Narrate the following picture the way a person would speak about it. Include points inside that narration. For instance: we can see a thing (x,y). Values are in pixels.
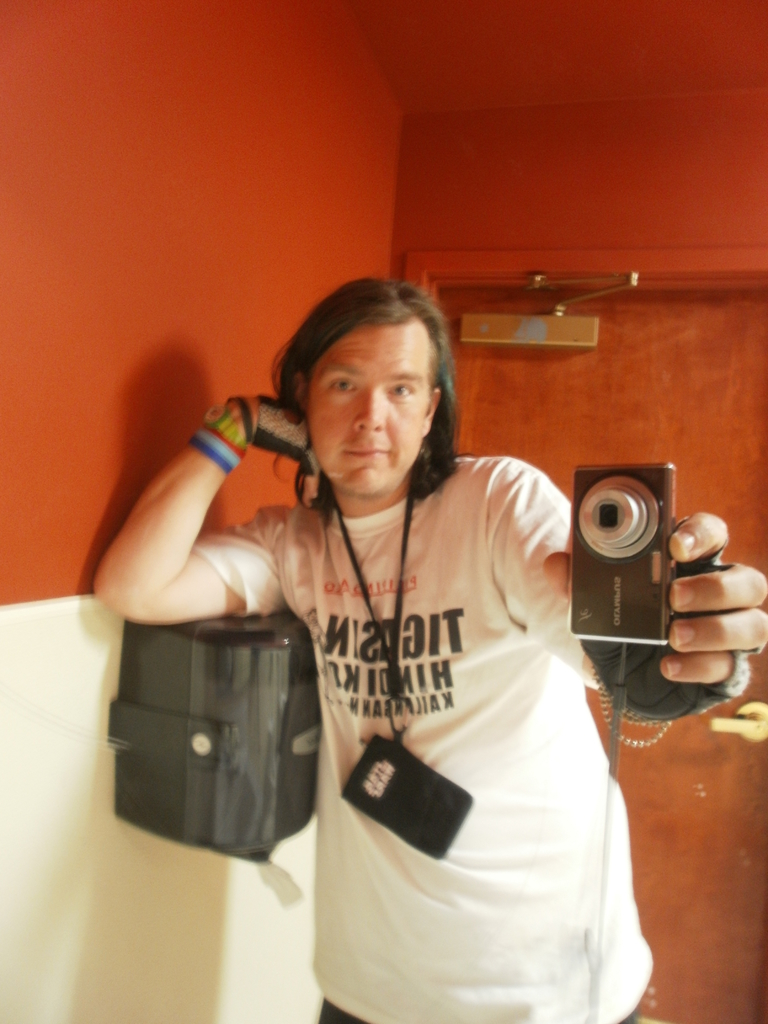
In this picture we can see a person (455,1004) holding a camera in one hand (621,660) and keeping his other hand (250,407) on a black box (257,700). He is standing in front of a red wall (383,226) and looking at someone.
